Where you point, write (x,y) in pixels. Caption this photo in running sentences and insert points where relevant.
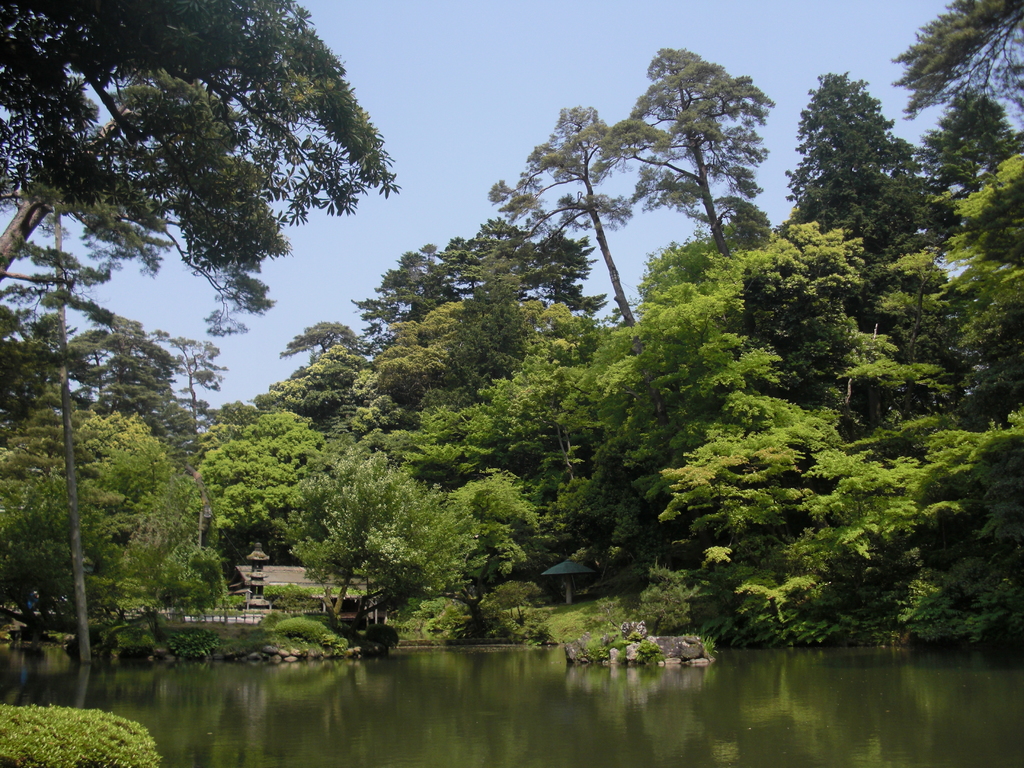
In this image we can see trees (382,516). At the top of the image (404,115), we can see the sky (444,91). At the bottom of the image (832,706), we can see water (654,740). There is a plant (83,719) in the left bottom of the image (86,738). We can see an umbrella (570,579) in the middle of the image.
